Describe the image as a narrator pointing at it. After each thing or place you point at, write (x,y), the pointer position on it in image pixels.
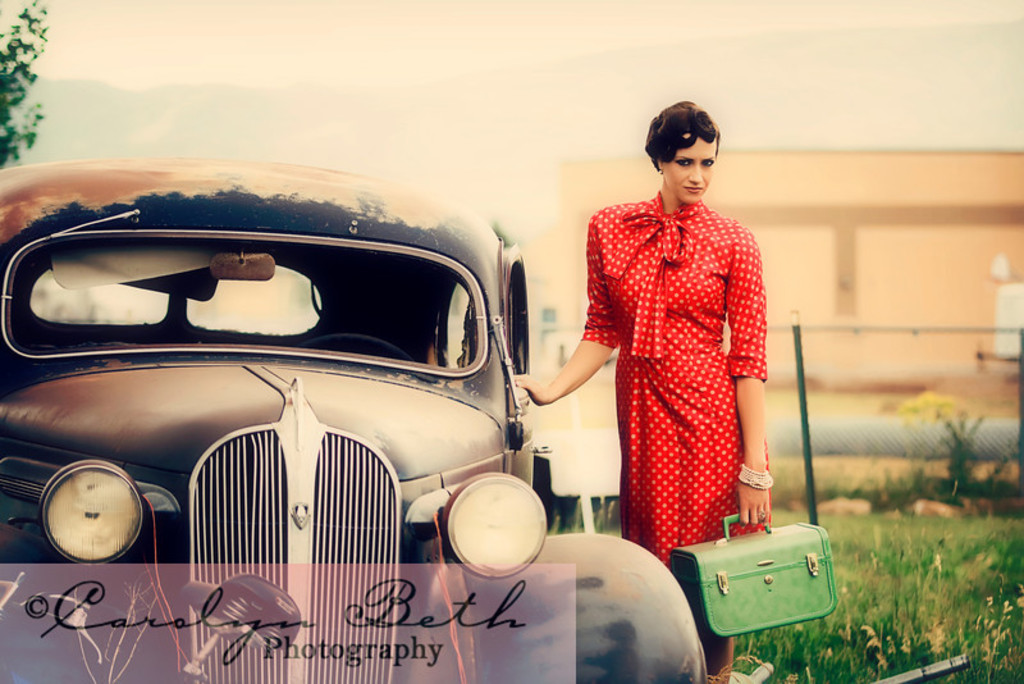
In this image I see a woman (670,474) who is carrying a bag (797,583) and she is standing near the car (653,621). In the background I see few plants (920,396).
